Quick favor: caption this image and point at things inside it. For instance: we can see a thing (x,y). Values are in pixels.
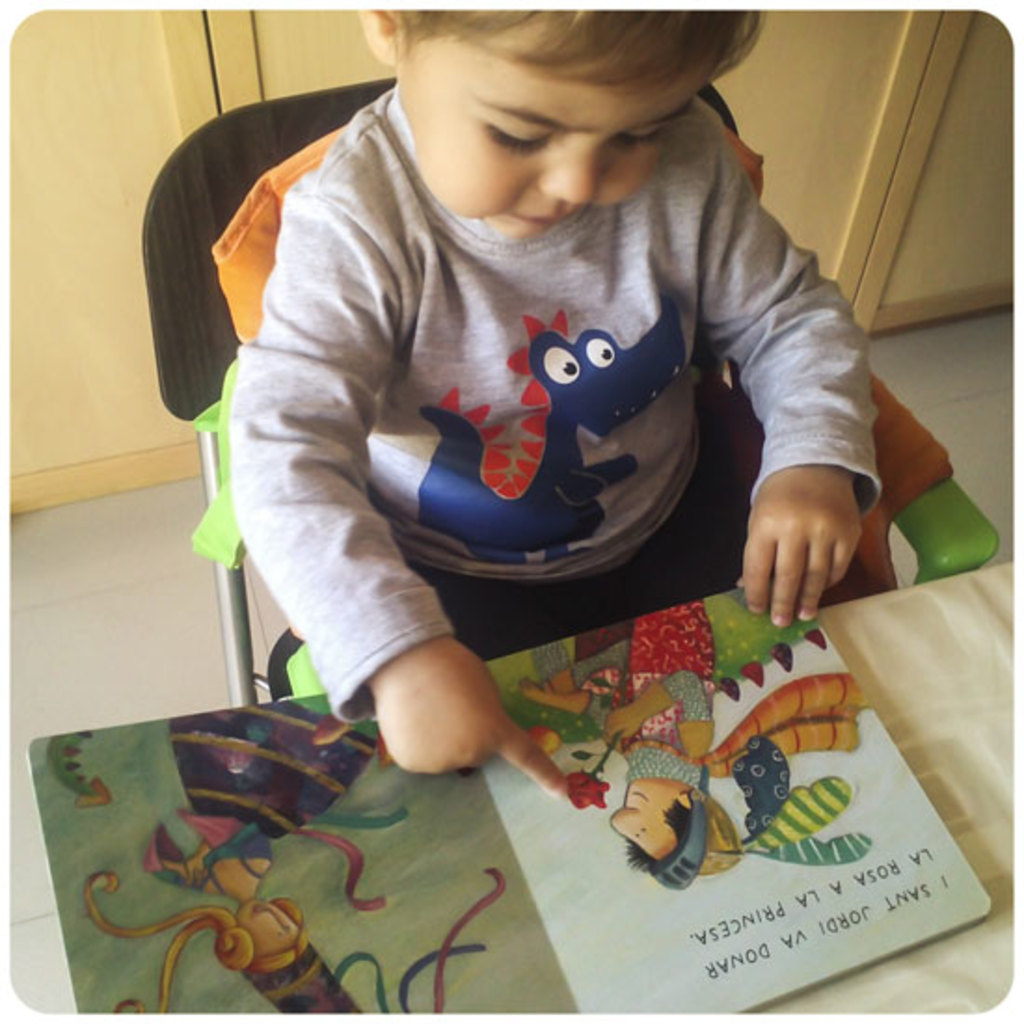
In this picture there is a kid (659,406) sitting in the chair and there is a book (595,809) in front of him which has few paintings (626,823) on it is placed on a table (940,739) and there are few cupboards (182,78) behind him.
